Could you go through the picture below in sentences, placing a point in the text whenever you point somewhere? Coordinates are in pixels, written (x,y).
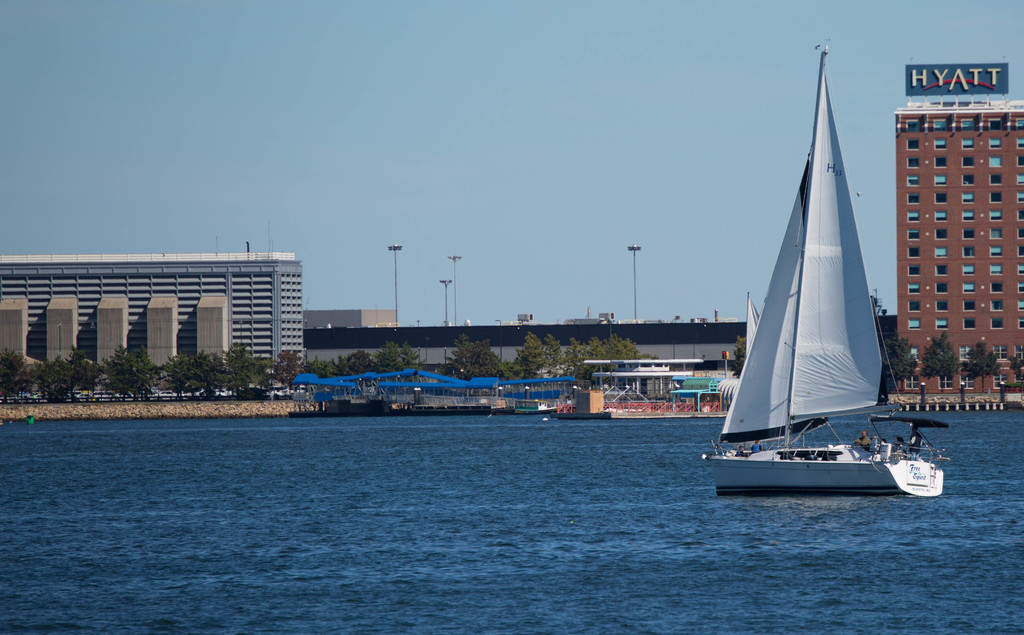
In the picture we can see the water (421,555), which is blue in color and in it we can see a boat (925,481) which is white in color and behind it, we can see some boats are parked and behind it, we can see some trees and building (452,329) and we can see a tower building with windows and a name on top of it as HYATT and in the background (502,316) we can see some poles (454,314) and sky (430,228).
